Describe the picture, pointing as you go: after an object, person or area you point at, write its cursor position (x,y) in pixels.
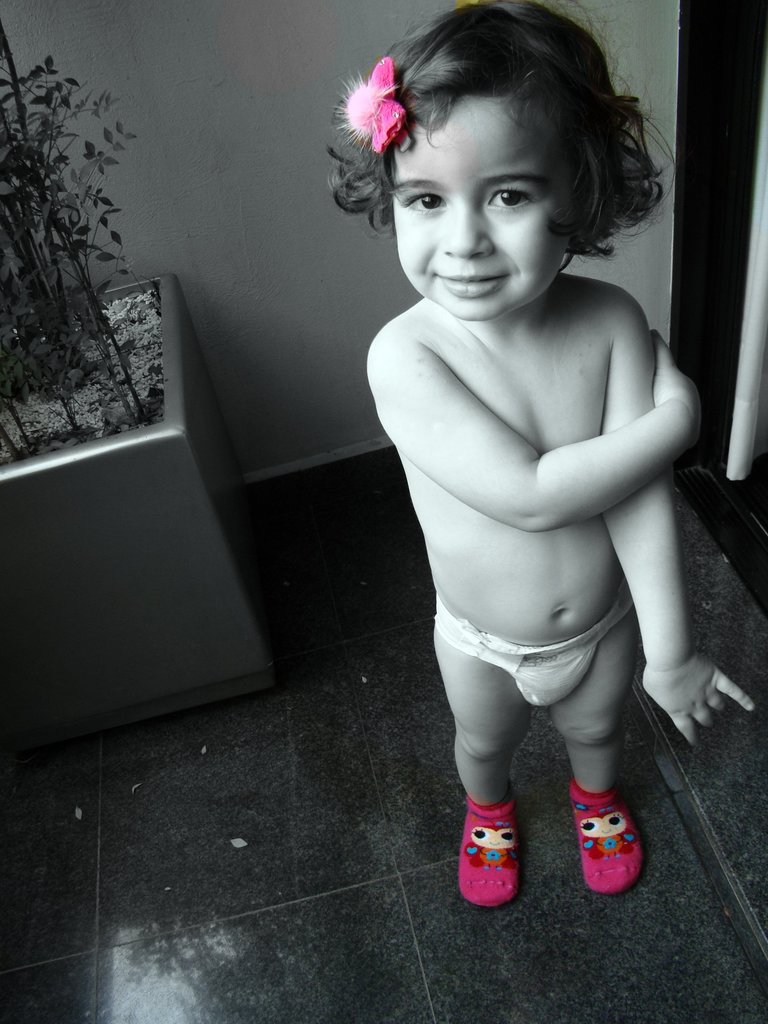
In this image, we can see a kid (539,531) is standing on the surface (430,979), watching and smiling. Here we can see pink color hair accessory (371,111) and socks (586,823). Background (307,277) there is a wall (283,254). On the left side (220,563), we can see a plant (33,440) with pot (158,577). Right side of the image (738,468), we can see few objects (731,389).
